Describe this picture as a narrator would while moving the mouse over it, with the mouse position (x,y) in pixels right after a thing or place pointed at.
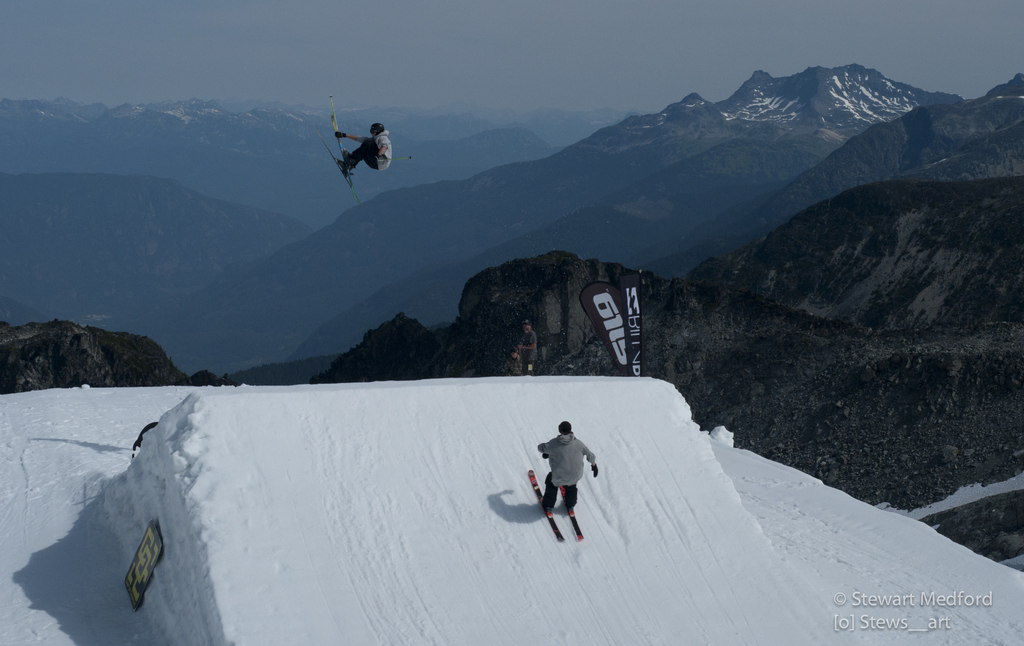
On the bottom right (945,596), there is a watermark (865,605). At the bottom of this image (540,495), there is a person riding skis (532,485) on a snow ramp (526,537), which is on a snow surface (102,505) of a hill (902,637). Above him, there is a person (389,142) with skis (338,137) in the air. In the background (386,195), there are mountains (408,224) and there are clouds (970,39) in the sky (328,49).
